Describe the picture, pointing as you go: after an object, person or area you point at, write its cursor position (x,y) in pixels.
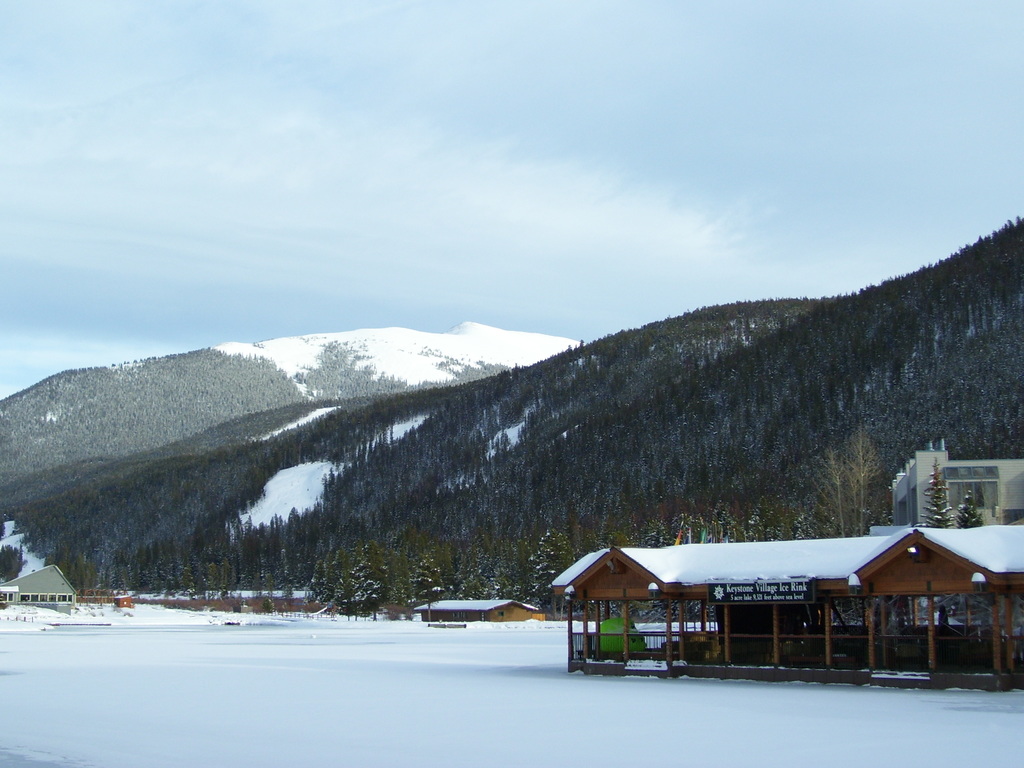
In this image I can see snow (489,709) which is in white color, at right (750,644) I can see a house (718,630) in brown color, at the background (549,503) I can see mountains (167,391) and at top (381,154) sky (396,134) is in blue color.
